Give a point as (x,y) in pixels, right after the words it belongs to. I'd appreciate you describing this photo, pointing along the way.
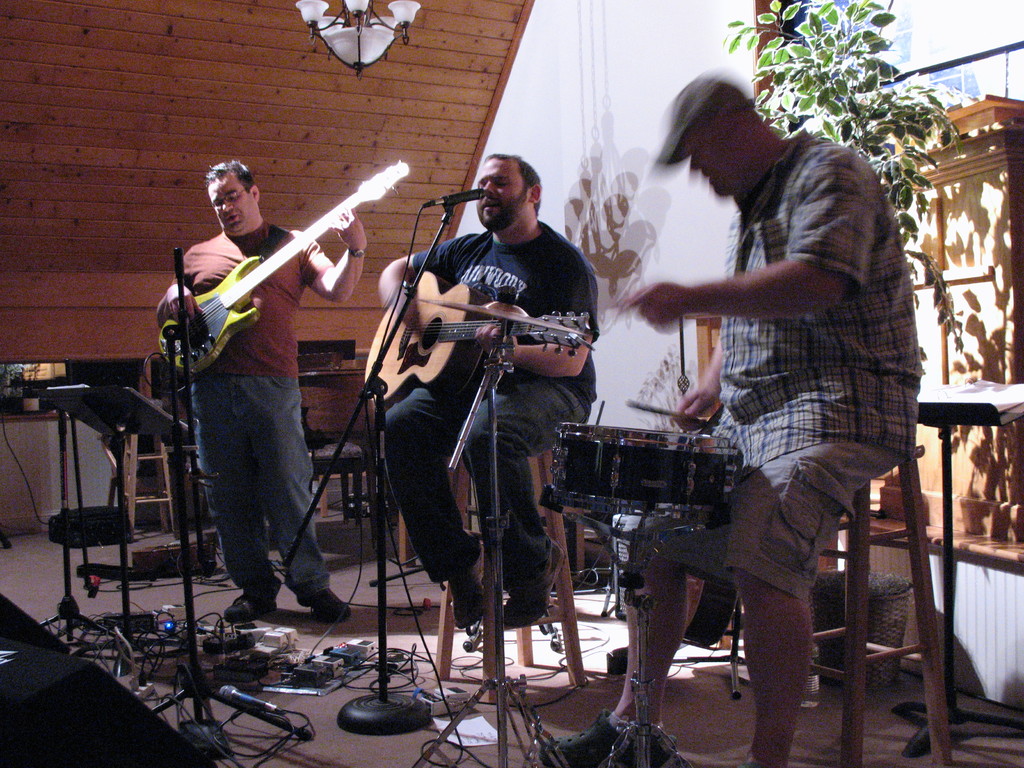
In this picture we can see three men (511,446) where two are sitting on stool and one is standing and two are holding guitars (391,311) in their hands (480,337) and playing it and one is playing drums (604,444) and in middle (586,278) person (529,257) singing on mic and in the background (535,128) we can see wall (696,69), light (409,24) and on floor (395,636) we have mics (233,686), wires (307,657).
